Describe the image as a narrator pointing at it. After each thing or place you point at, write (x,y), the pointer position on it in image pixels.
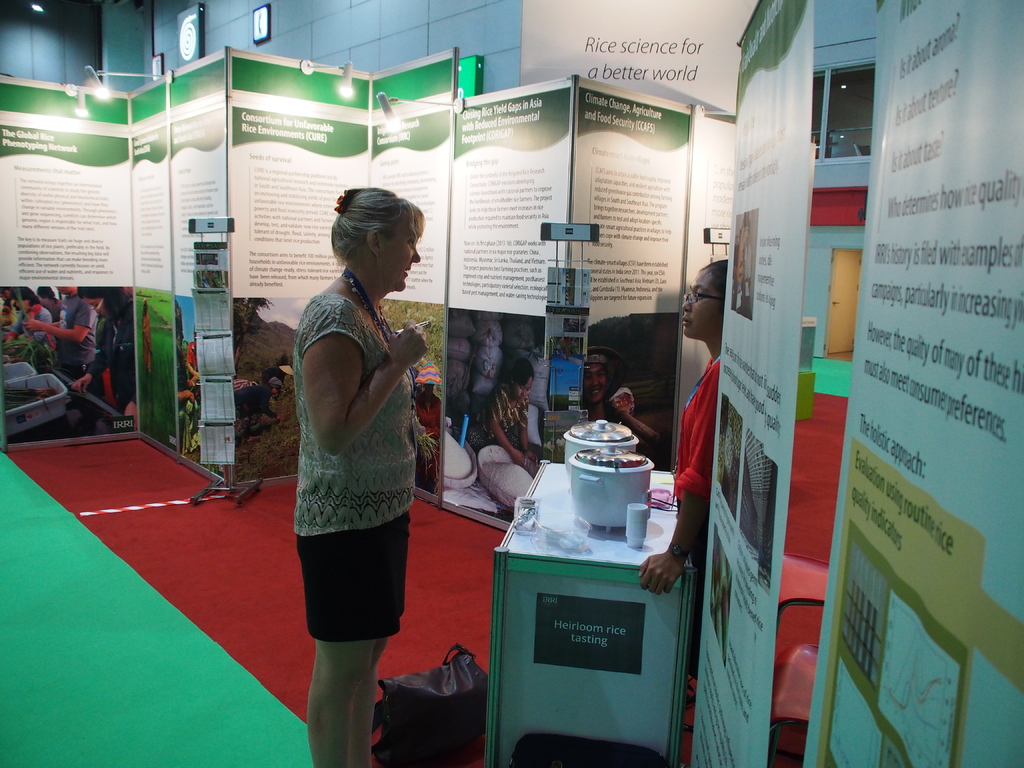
In the center of the image (348,298) there is a woman (340,445) standing on the floor (295,666). On the right side of the image (965,396) we can see posters (886,670), rice cookers (634,478), table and woman (691,420). In the background (616,149) there is a wall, posters (300,141) and books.
